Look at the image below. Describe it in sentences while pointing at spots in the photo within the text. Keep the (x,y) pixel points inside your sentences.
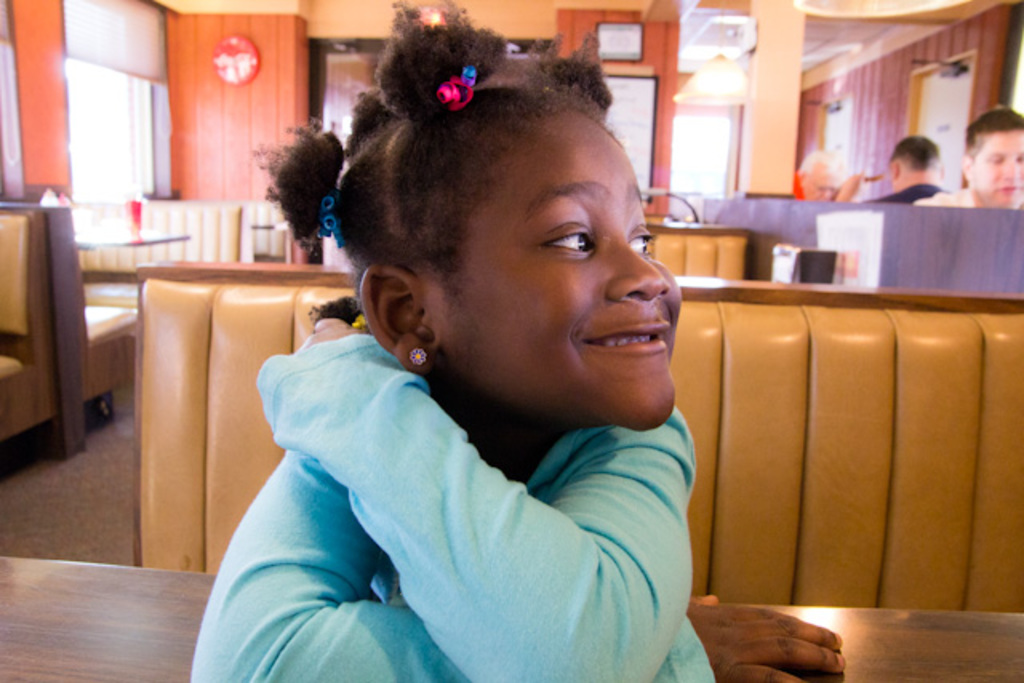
In this image we can see a girl (443,480) sitting on the bench (237,475) and smiling. In the background (914,174) there are persons (914,174), desks (109,244), side tables (123,234) and wall hangings (256,60) attached to the walls (835,76).
